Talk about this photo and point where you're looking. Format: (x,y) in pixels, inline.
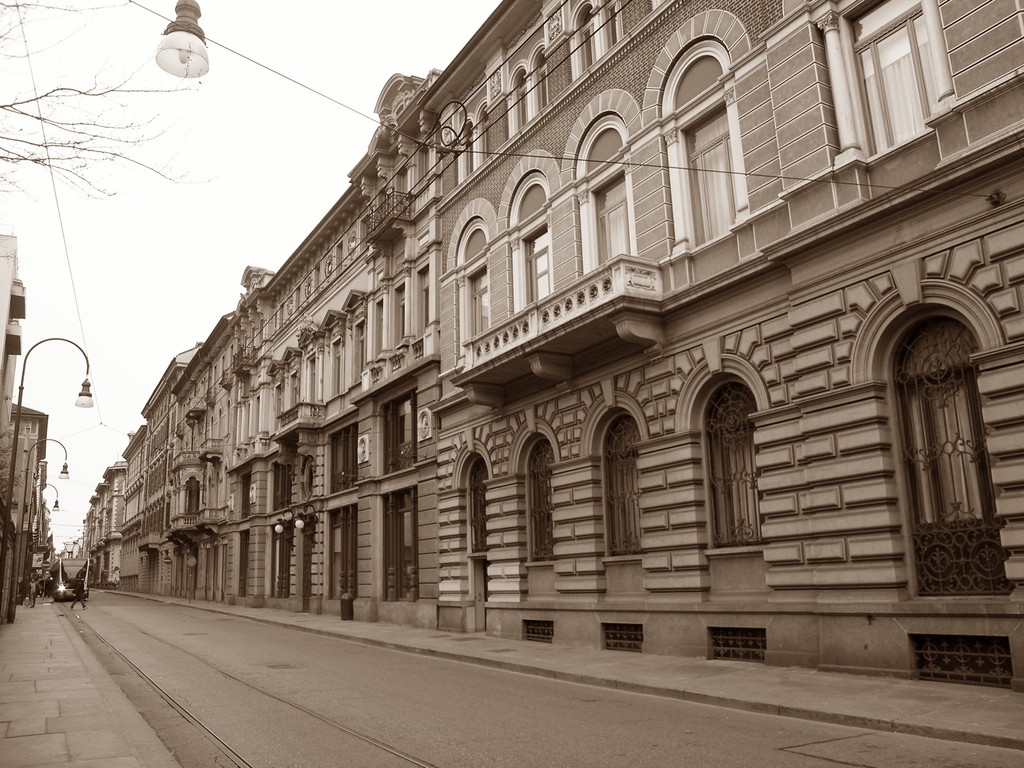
In this image there is a vehicle (61,594). A person (73,604) is walking on the road (161,630). Few persons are on the pavement (33,645). There are few street lights (77,401) on the pavement (6,743). A lamp (166,45) is attached to the wire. In background (138,516) there are few buildings (295,281). Left top there is a tree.
